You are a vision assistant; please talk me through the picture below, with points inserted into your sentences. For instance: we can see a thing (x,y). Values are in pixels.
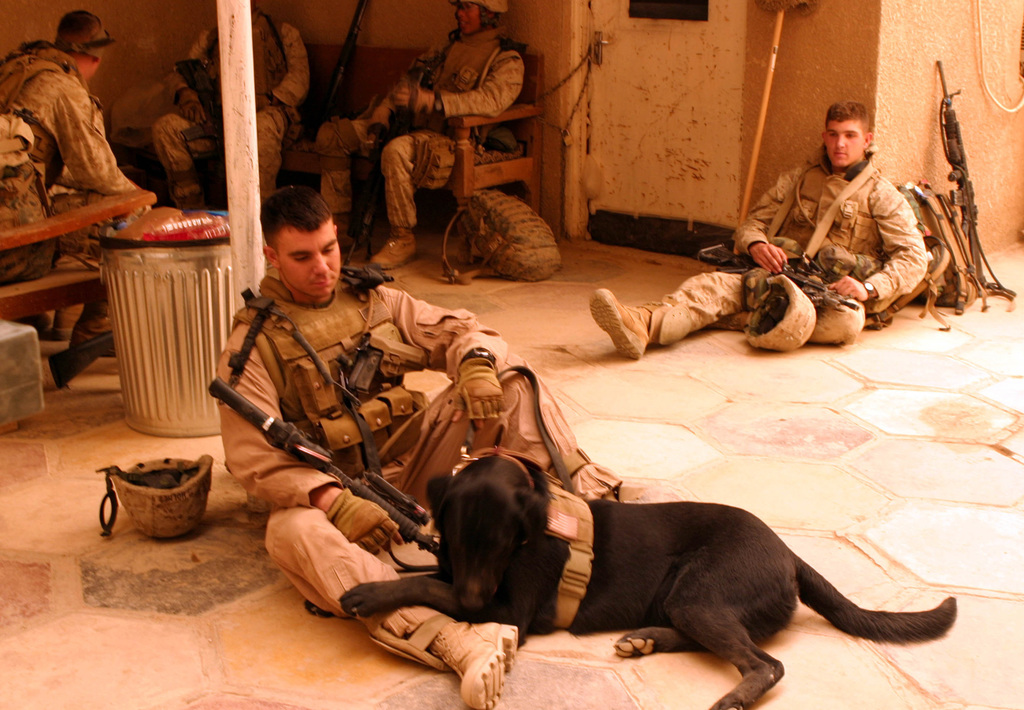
In this Image I see 5 men (5,77) who are sitting on the floor (164,539) and sofa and they have guns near to them and there is a dog (490,470) over here and I also see there is a door (626,16) and the wall (1017,174) over here.
